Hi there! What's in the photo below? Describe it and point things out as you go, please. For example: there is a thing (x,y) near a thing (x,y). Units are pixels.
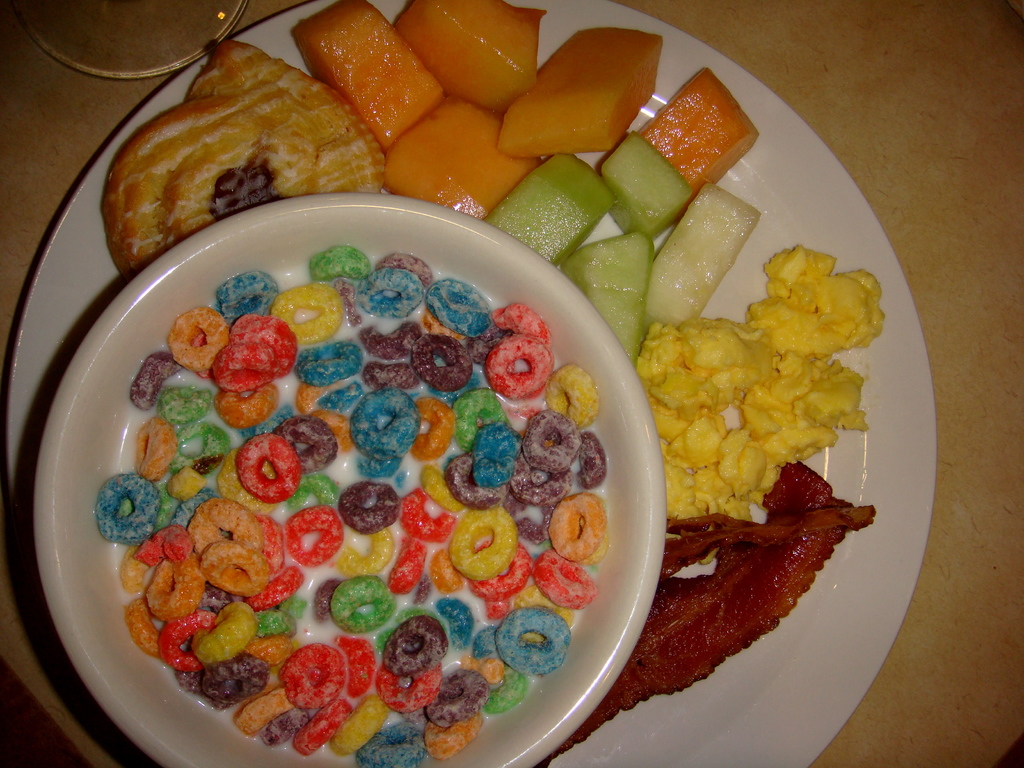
In this image there is a table (944,65), on that table (948,210) there is one plate (813,214), in that plate (807,231) there is food item (426,312).
